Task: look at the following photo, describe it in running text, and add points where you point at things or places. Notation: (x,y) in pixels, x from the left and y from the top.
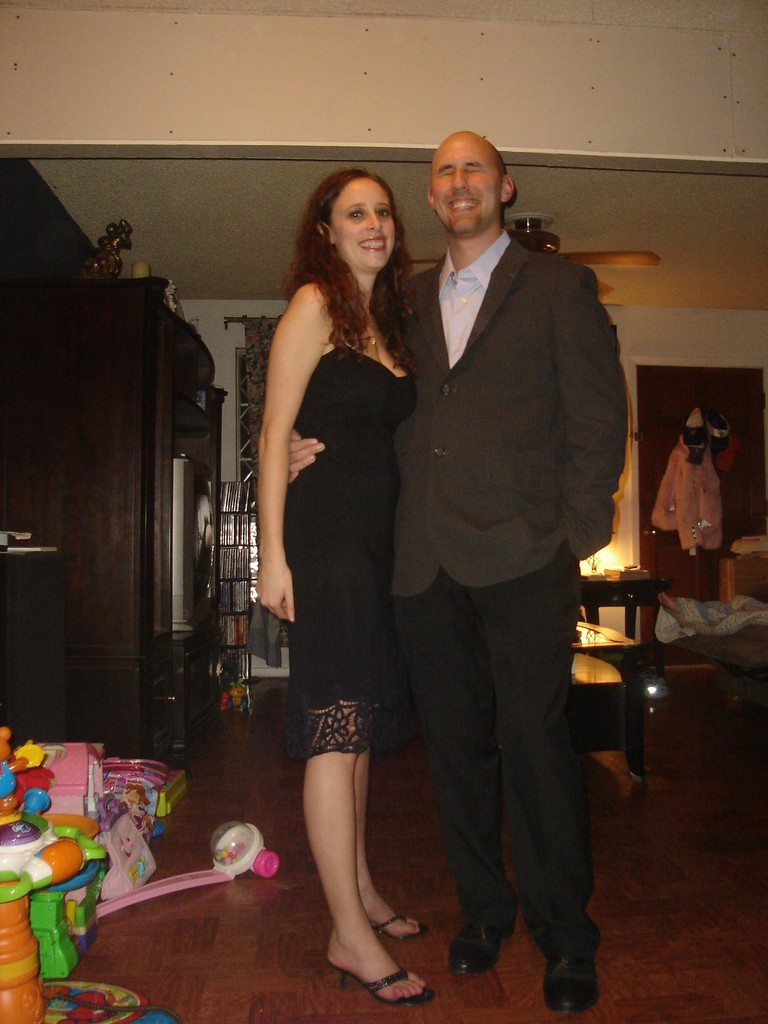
This is an inside view of a room (372,544). Here I can see a woman (327,576) and a man (497,574) are standing, smiling and giving pose for the picture. On the left side (65,886) there are some toys (33,868) placed on the floor (184,945) and also I can see a cupboard (153,560). In the background (604,705), I can see tables (618,645), some clothes (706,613) and wall (690,332).
